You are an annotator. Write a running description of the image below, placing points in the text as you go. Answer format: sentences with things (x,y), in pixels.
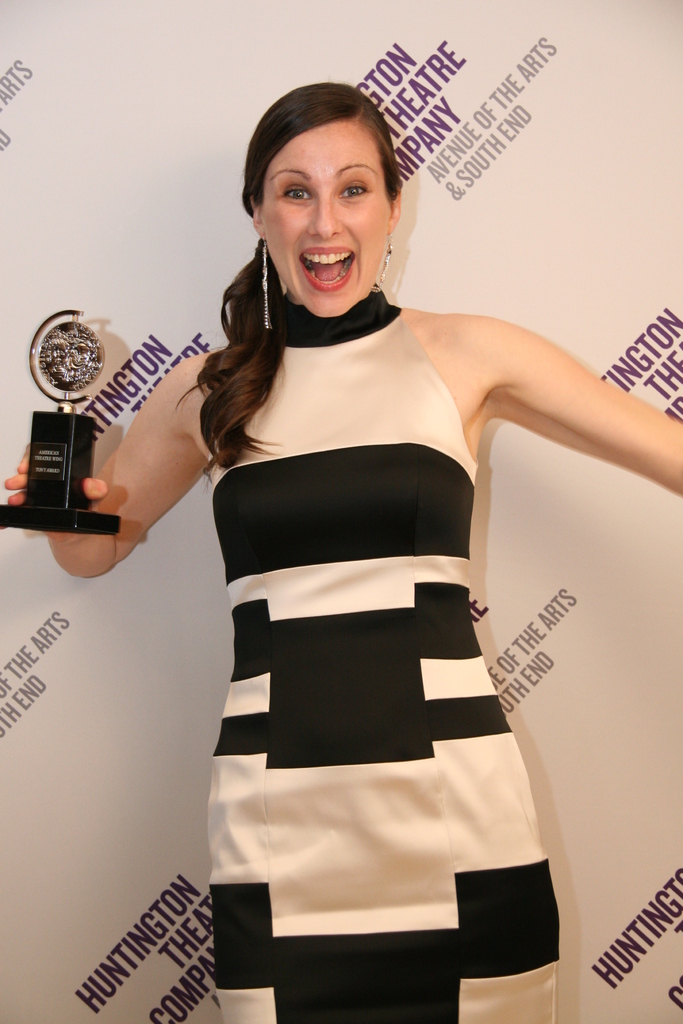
In this image we can see a woman (458,407) holding a trophy (72,493) in her hand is standing. In the background of the image (563,122) we can see a banner (412,117) with some text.
